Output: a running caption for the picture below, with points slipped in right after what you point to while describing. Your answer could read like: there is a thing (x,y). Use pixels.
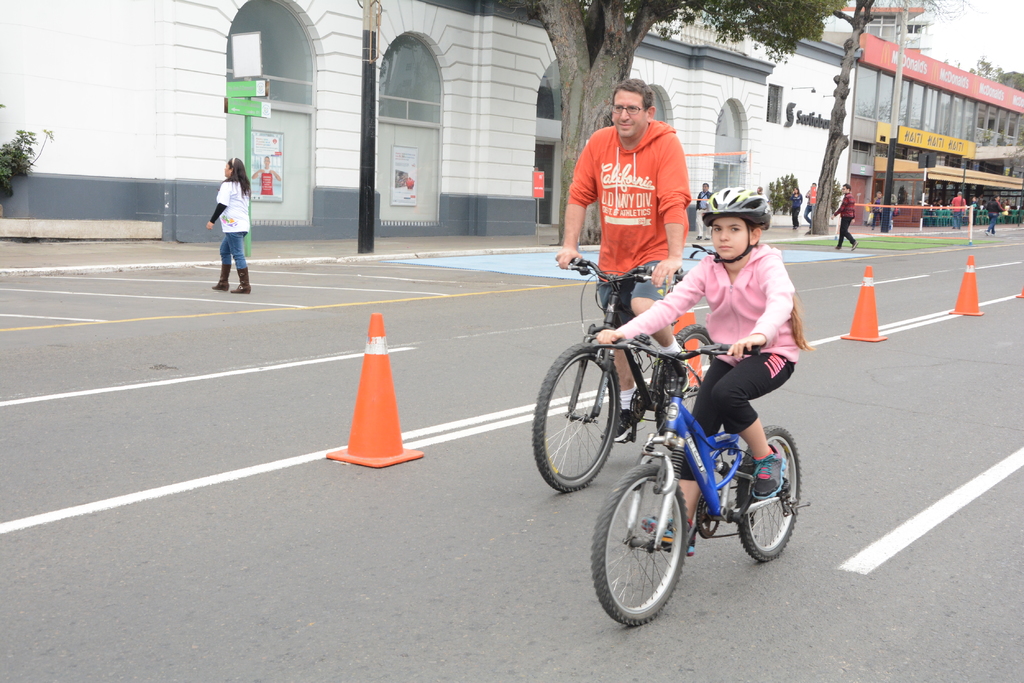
This image is clicked on the roads (480,547). In the front (617,258) there are two persons (628,242). To the right (716,388), the girl (736,388) wearing pink dress (752,311) is riding bicycle (729,346). Beside there is a man (648,187) riding bicycle (580,359) wearing orange shirt (598,187). In the background (704,67), there are buildings (194,27) and trees (624,49). At the bottom (234,534) there is a road (206,580).
